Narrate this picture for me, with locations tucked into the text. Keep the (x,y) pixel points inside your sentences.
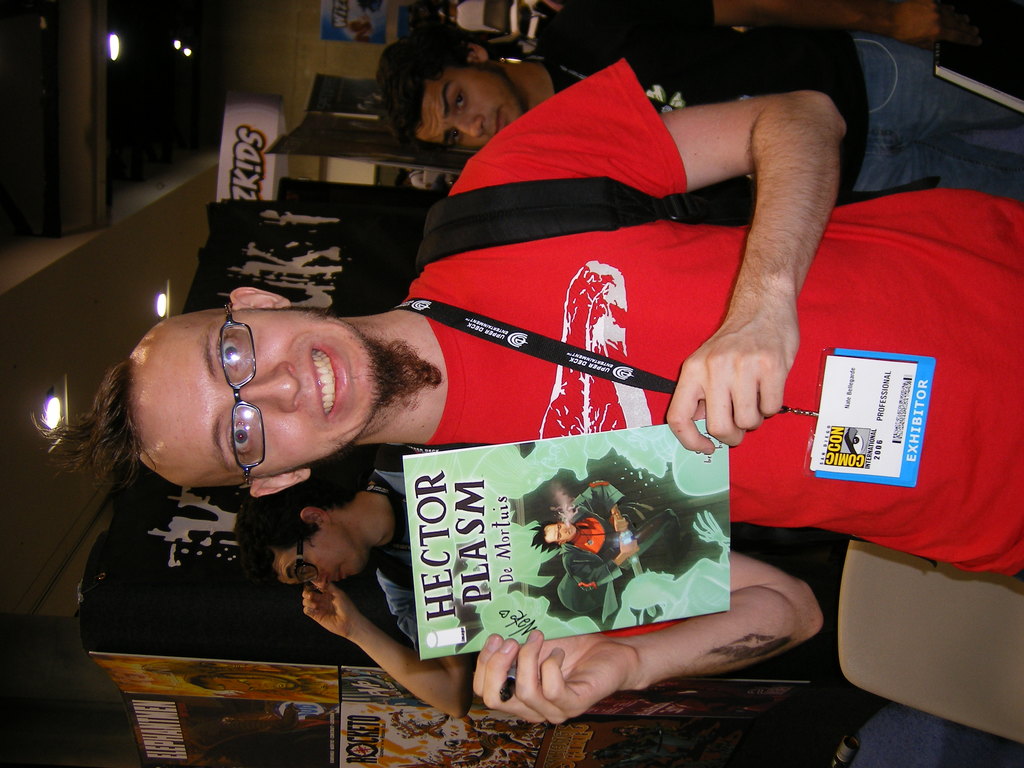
This picture is in rightward direction. Towards the right (802,437), there is a man (615,419) holding a book (581,445). He is wearing a red t shirt (705,319) and ID card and he is also carrying a bag (493,205). On the top (511,95), there is another person (722,51) wearing a black t shirt (671,75). At the bottom (380,597), there is a man (380,635). Towards the left (78,375), there is a roof (95,369) with lights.
